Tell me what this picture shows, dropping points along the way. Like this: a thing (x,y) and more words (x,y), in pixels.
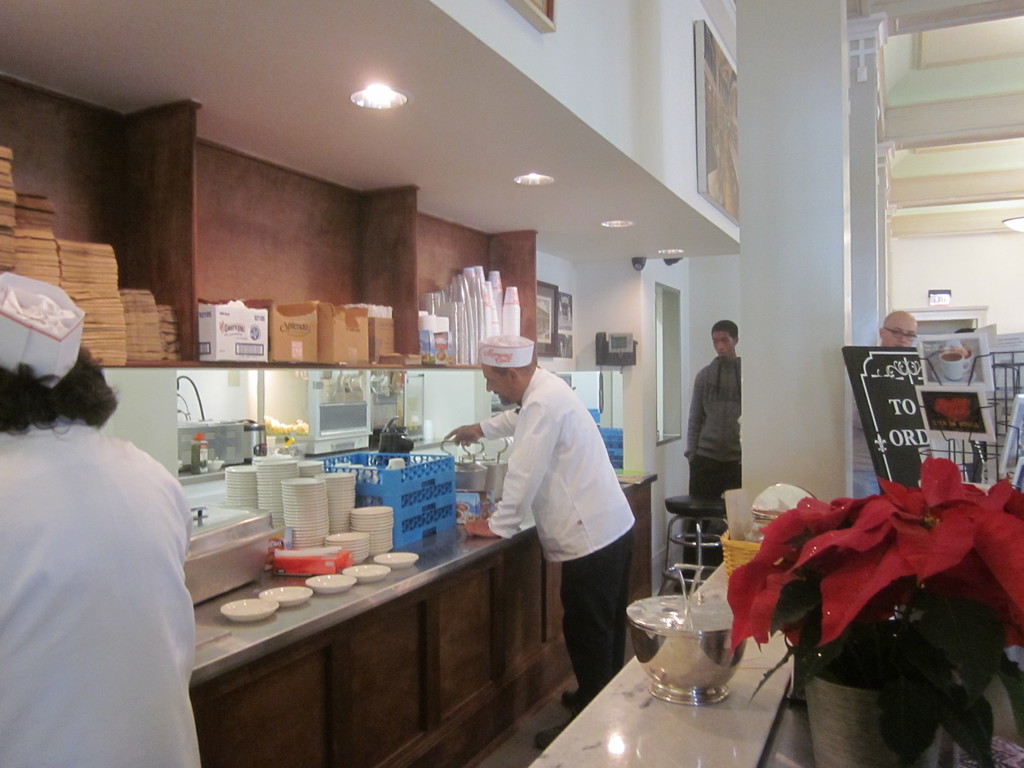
In this image there are persons (508,502) standing and there are cutleries (295,492), there are boxes (291,313), there are flowers (932,541), there are frames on the wall (643,28) and is a board (892,434) with some text (894,444) written on it and there are objects (611,453) which are blue in colour.
